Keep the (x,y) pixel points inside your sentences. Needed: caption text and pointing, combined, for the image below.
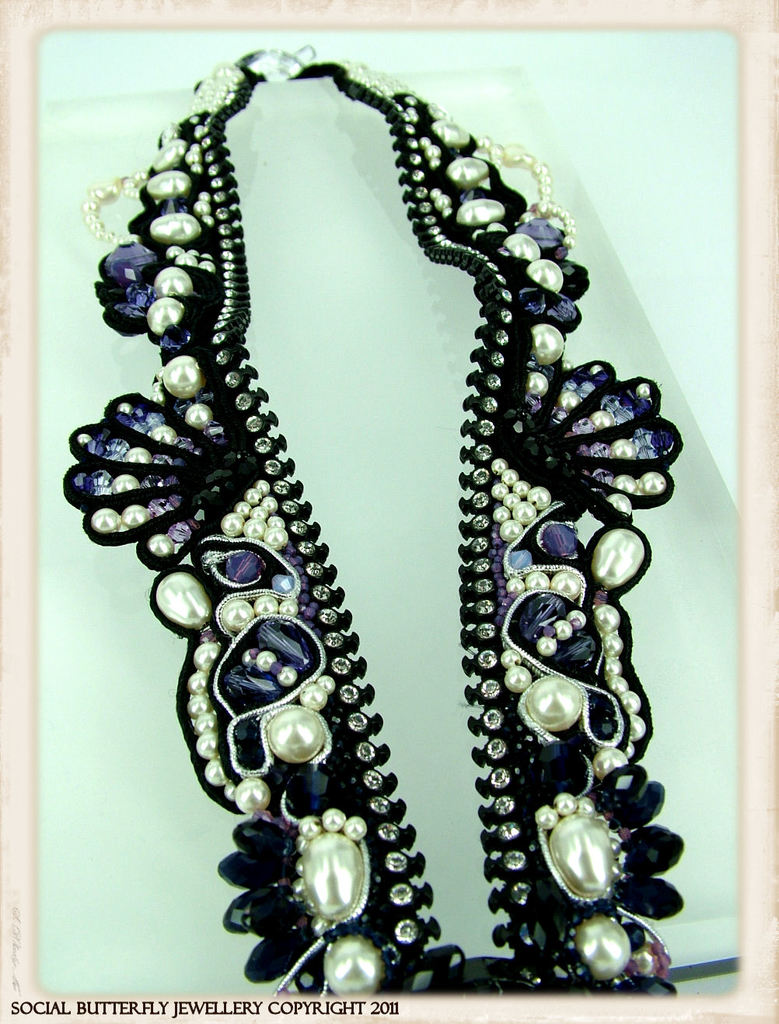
This looks like an edited image. It looks like a necklace (557,445), which is on an object (333,419). I think this is the watermark (55,1003) on the image.
